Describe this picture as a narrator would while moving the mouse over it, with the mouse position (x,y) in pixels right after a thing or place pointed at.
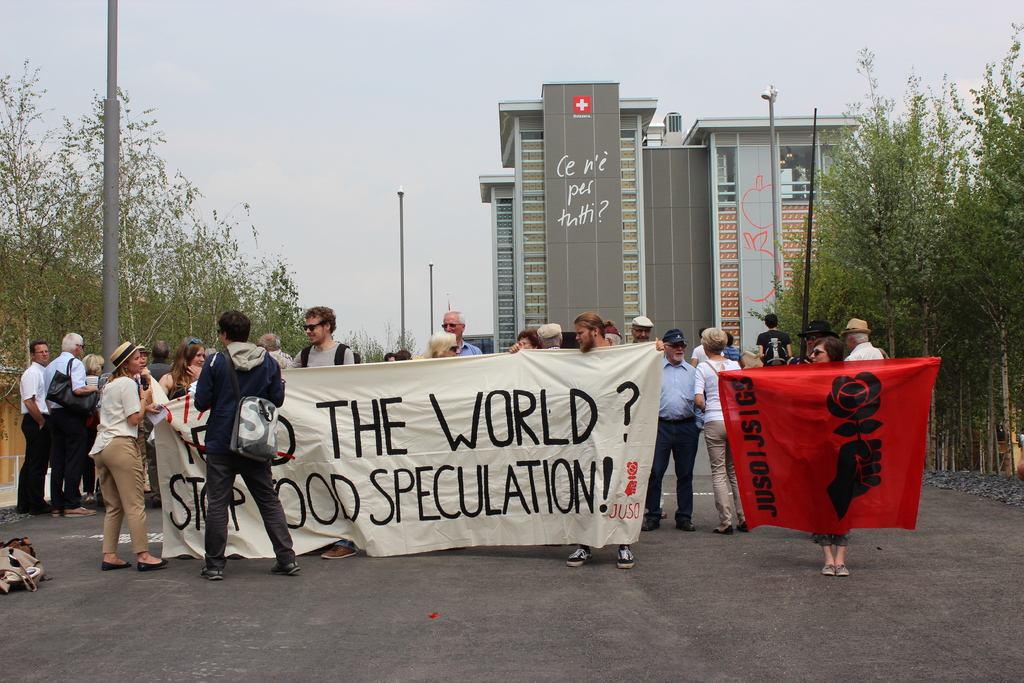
In this image, there are a few people (674,336), poles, trees (65,329), banners (589,401) with text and images (853,455). We can see a building (562,163) and the ground (440,595) with some objects (436,615). We can see the sky (381,183).
